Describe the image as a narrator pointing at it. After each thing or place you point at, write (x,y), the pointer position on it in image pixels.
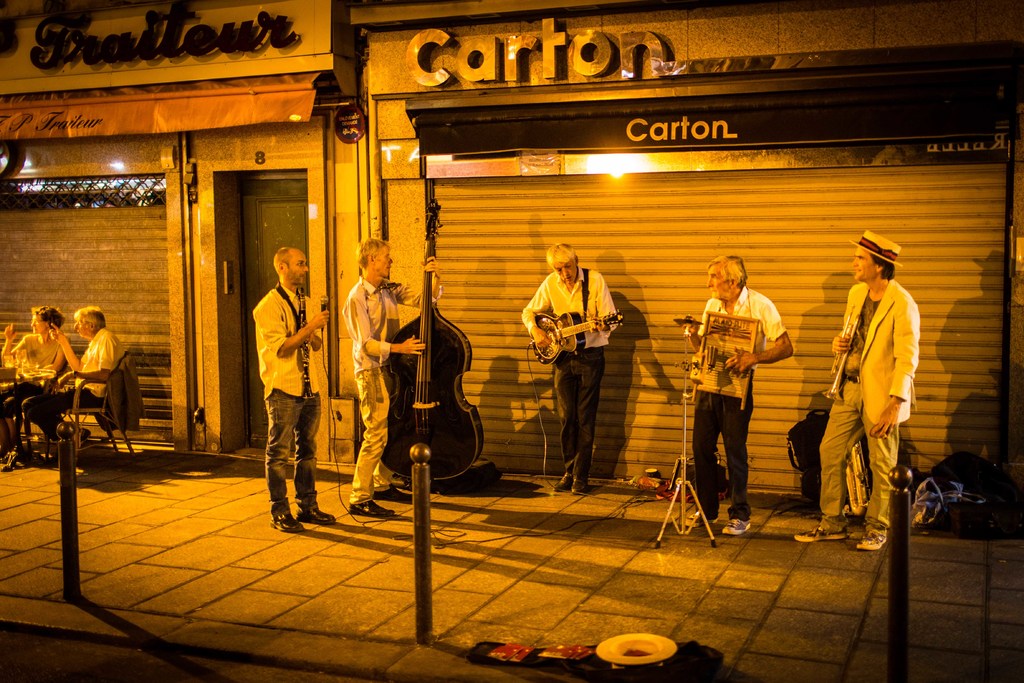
In the image we can see there are people (63,361) standing and some of them are sitting, they are wearing clothes (62,360) and some of them are wearing shoes (396,490). The people (384,324) who are standing here holding musical instruments (459,403). Here we can see the cable wire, microphone (326,309) and poles (416,496). Here we can see footpath (166,507), chairs (116,435), light (630,165) and the text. Here we can see the shutter (960,257) and the bags (937,505).
